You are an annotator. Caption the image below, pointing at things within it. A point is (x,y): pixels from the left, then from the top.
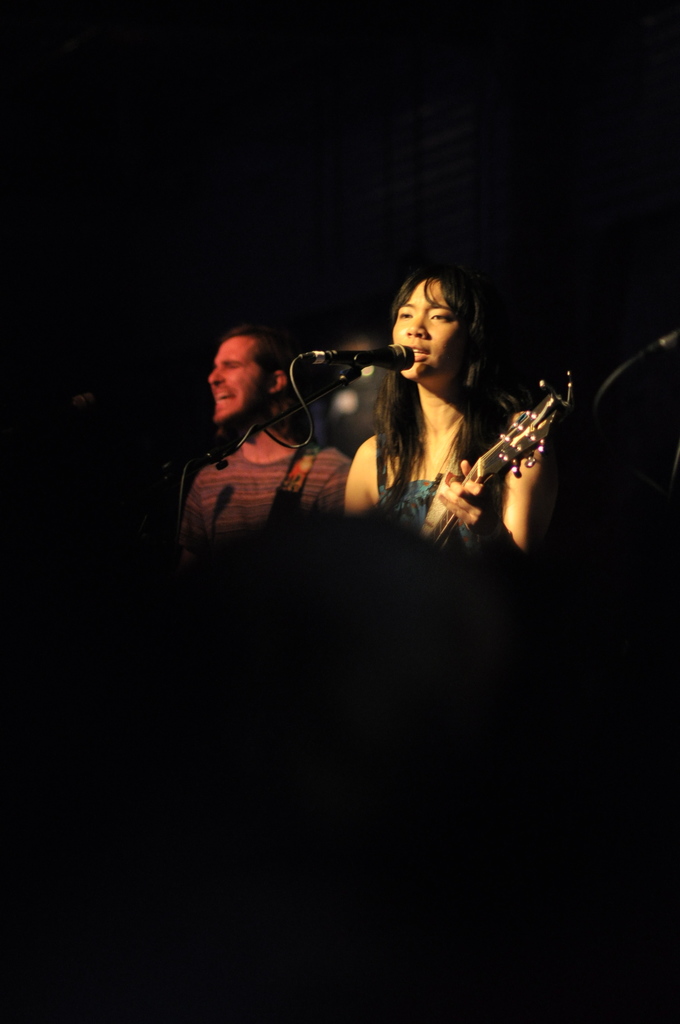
In this image, there are a few people (410,334). Among them, we can see a person (493,451) holding an object (534,413). We can also see some microphones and the dark background (652,435).
